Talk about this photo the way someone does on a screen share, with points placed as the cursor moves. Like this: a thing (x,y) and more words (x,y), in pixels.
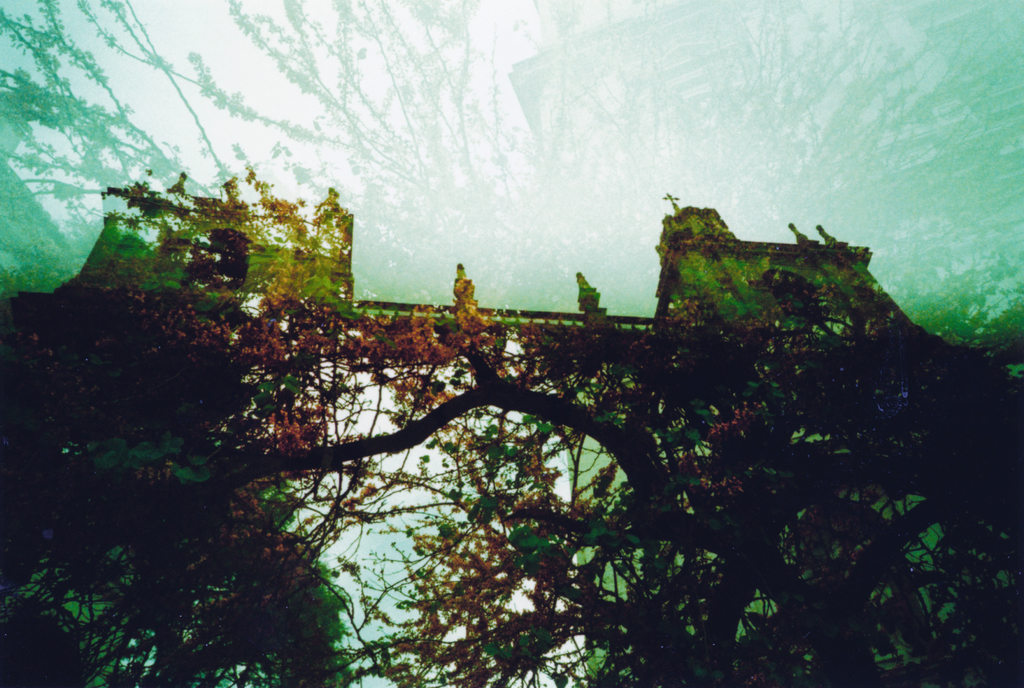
In the picture we can see some trees (514,403) and near the historical construction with a bridge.
